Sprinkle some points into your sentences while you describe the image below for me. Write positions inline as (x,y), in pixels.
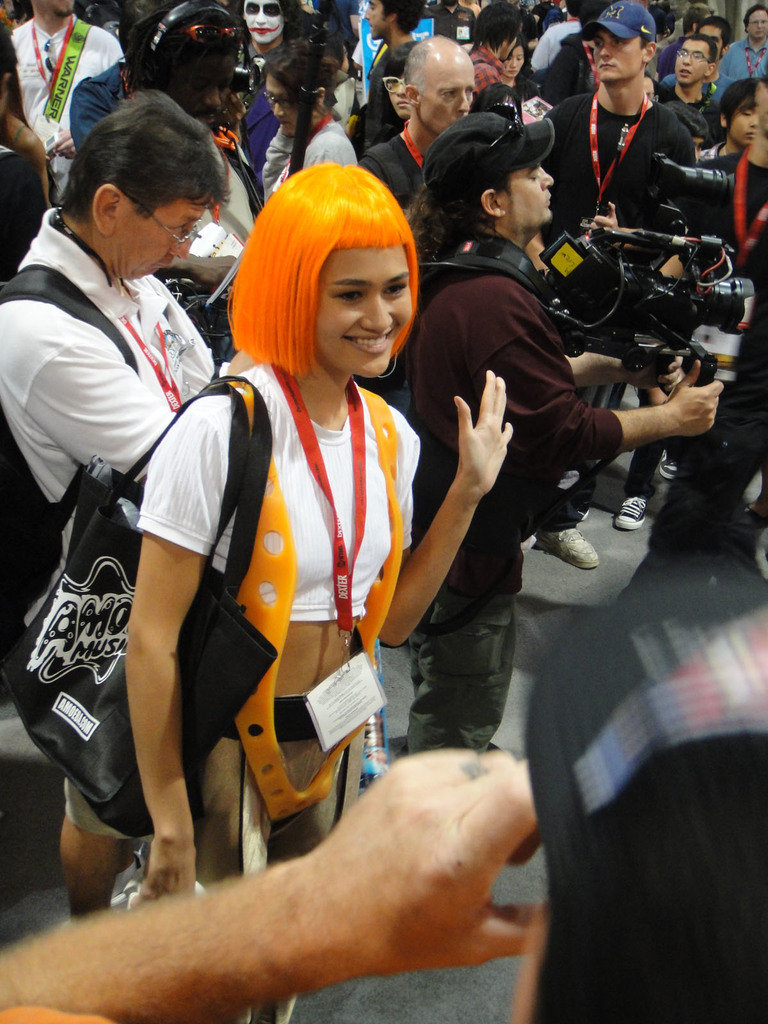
In this image we can see many people (573,27) and a person (464,165) on the right side (655,434) holding a video camera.
